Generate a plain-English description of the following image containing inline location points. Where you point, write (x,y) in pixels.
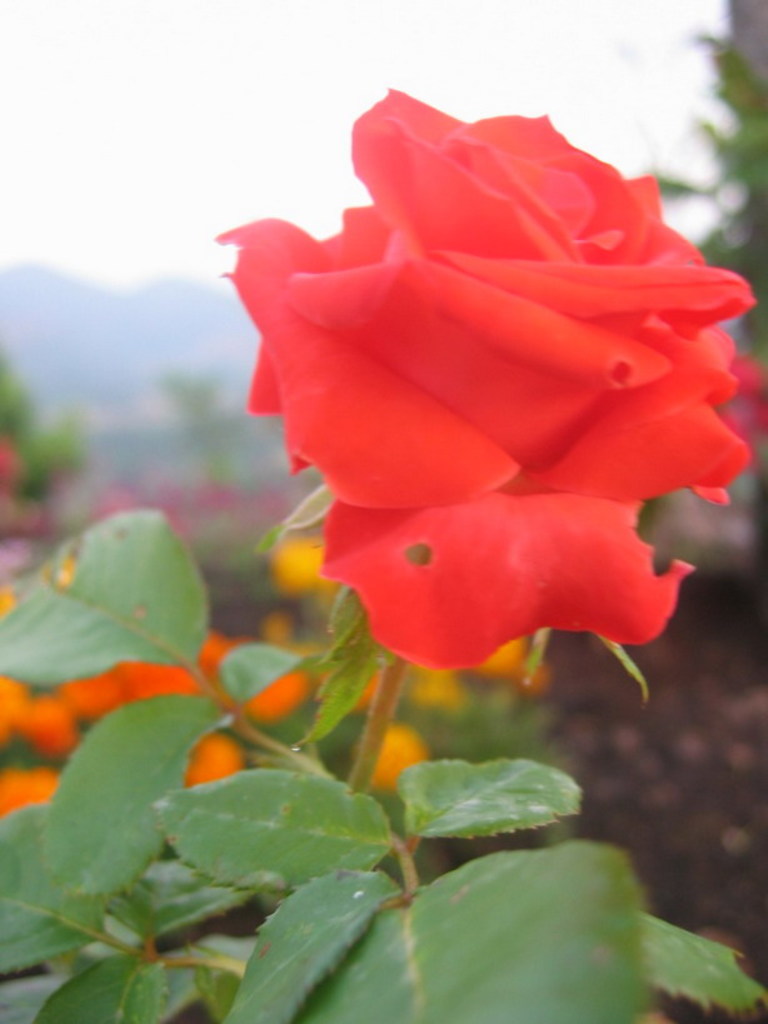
In this image I can see a flower (470,456) which is red in color to a tree (267,861) which is green in color. In the background (246,437) I can see few trees (15,476), few flowers (270,701) which are red and orange in color and the sky (188,84).
